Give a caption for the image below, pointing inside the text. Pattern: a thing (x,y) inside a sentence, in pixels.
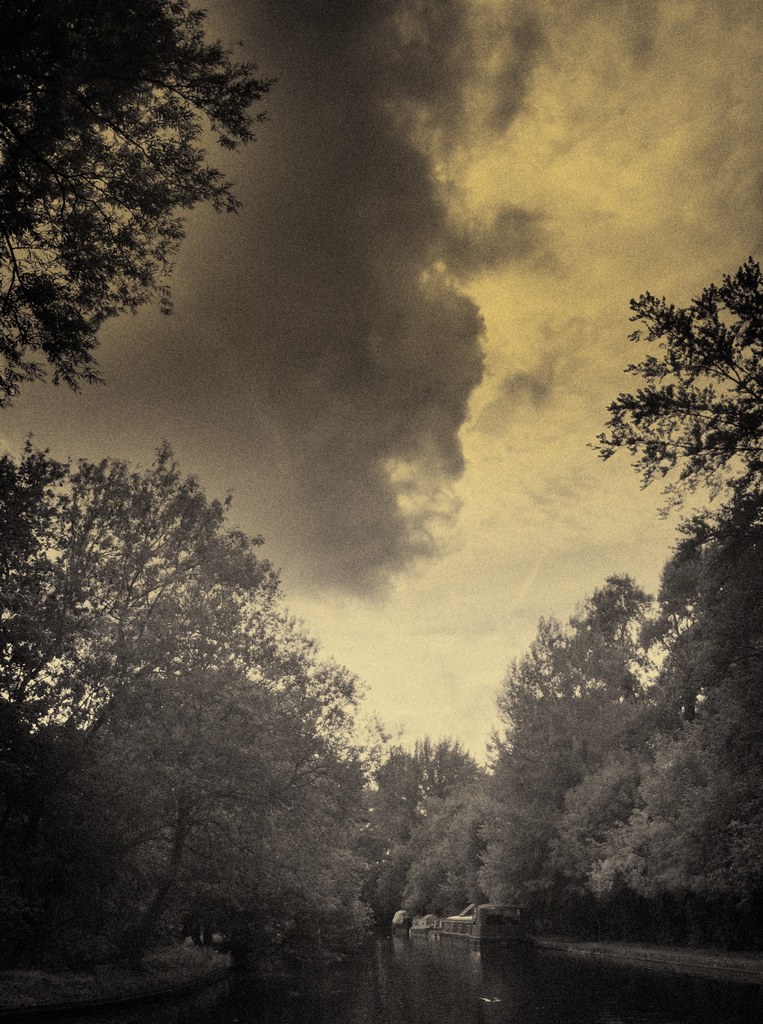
In this picture there are trees (730,741). At the top (399,286) there is sky (485,710) and there are clouds (490,356). At the bottom (722,989) there might be a boat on the water (532,948).
